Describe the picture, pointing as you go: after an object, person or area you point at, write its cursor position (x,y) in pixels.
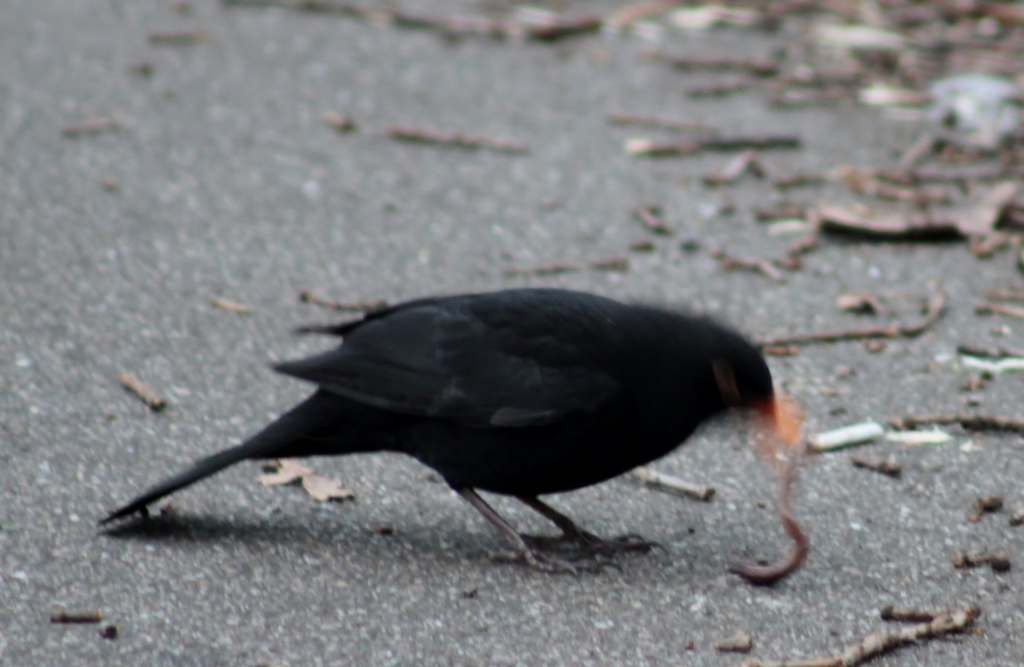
In this image in the front (541,388) there is a bird (557,414) and there are objects (720,148) on the ground (738,189).
